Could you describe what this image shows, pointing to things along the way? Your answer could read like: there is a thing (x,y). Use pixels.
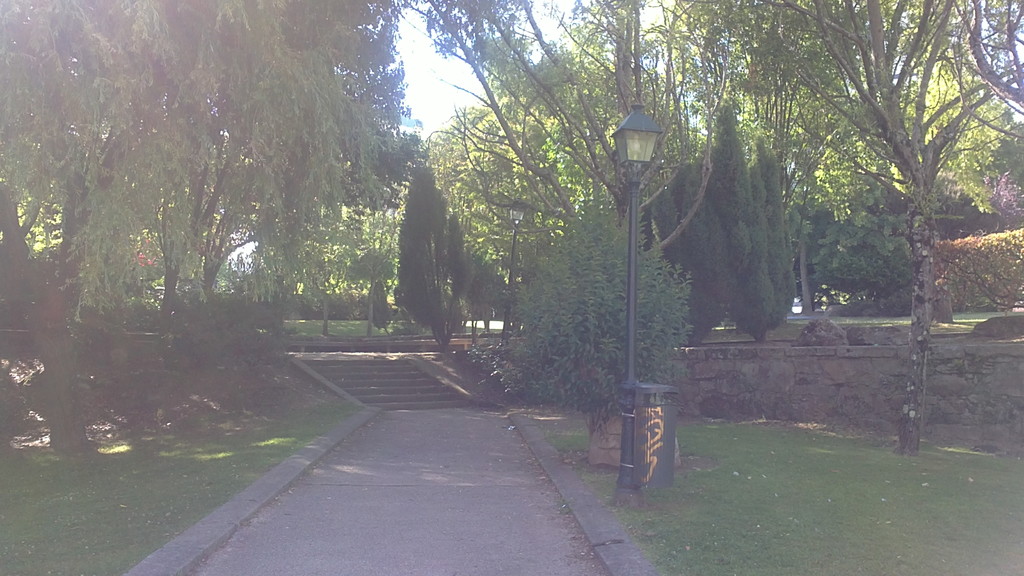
In this image, we can see the ground (457,452) with an object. We can see some stairs (416,374), grass (756,543) and plants (561,274). We can see some rocks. There are a few poles (626,351). We can see the wall (838,366) and the sky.
